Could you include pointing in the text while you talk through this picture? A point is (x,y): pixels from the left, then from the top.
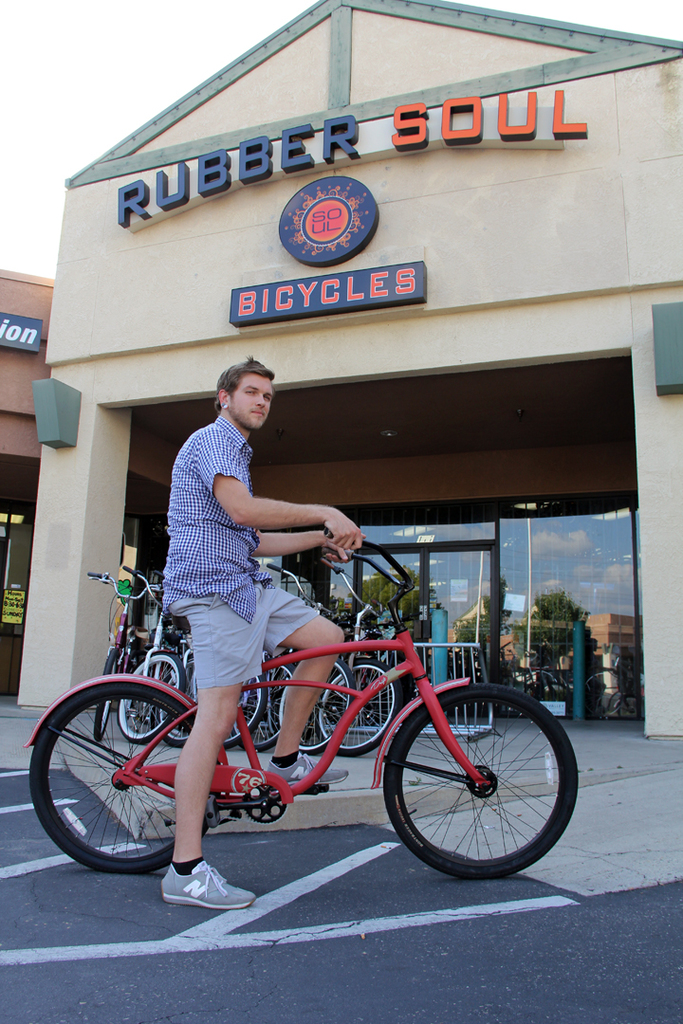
In this image in the center (229,505) there is one person (292,744) who is sitting on a cycle (152,773), and in the background (136,639) there are some cycles (134,639) and building (400,258). On the buildings (505,166) there is text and there are glass doors (615,586), at the bottom (69,910) there is road (586,908).
